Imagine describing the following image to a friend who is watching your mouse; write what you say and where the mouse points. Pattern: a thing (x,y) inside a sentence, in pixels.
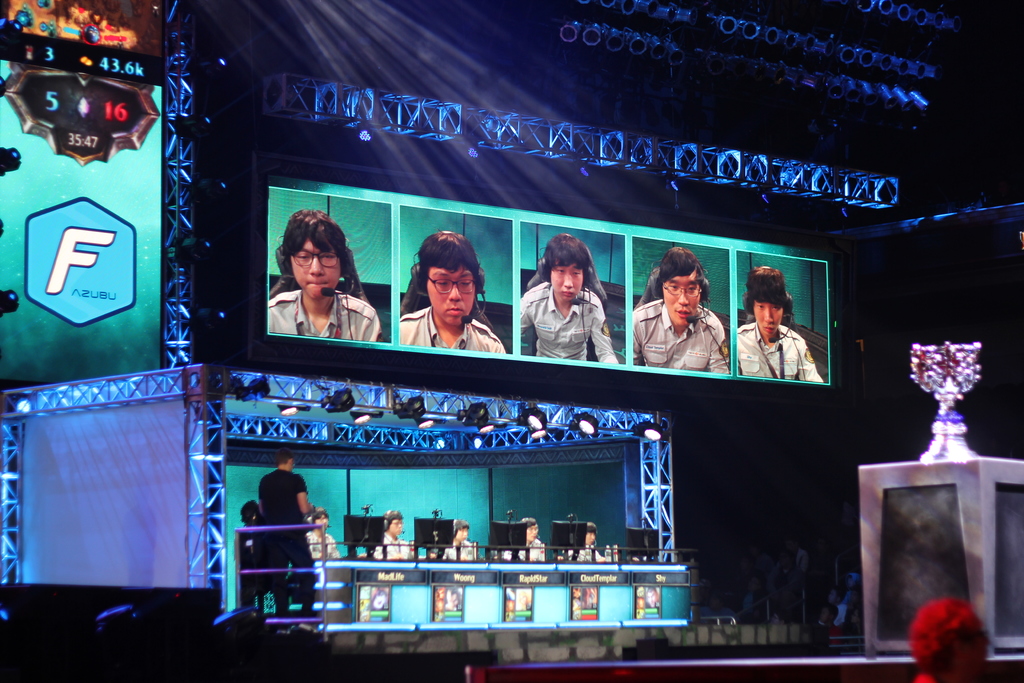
In this image we can see people (391,544) sitting on chairs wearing headphones (319,512). In front of them there are monitors (497,527). There is person (271,502) standing wearing a black color T-shirt (297,485). At the top of the image (298,197) there is a screen (498,244) on which there are images (451,302) of persons (774,310). There are rods (437,118), posters (75,357), lights (237,391). To the right side of the image (942,363) there is a trophy (938,428).
